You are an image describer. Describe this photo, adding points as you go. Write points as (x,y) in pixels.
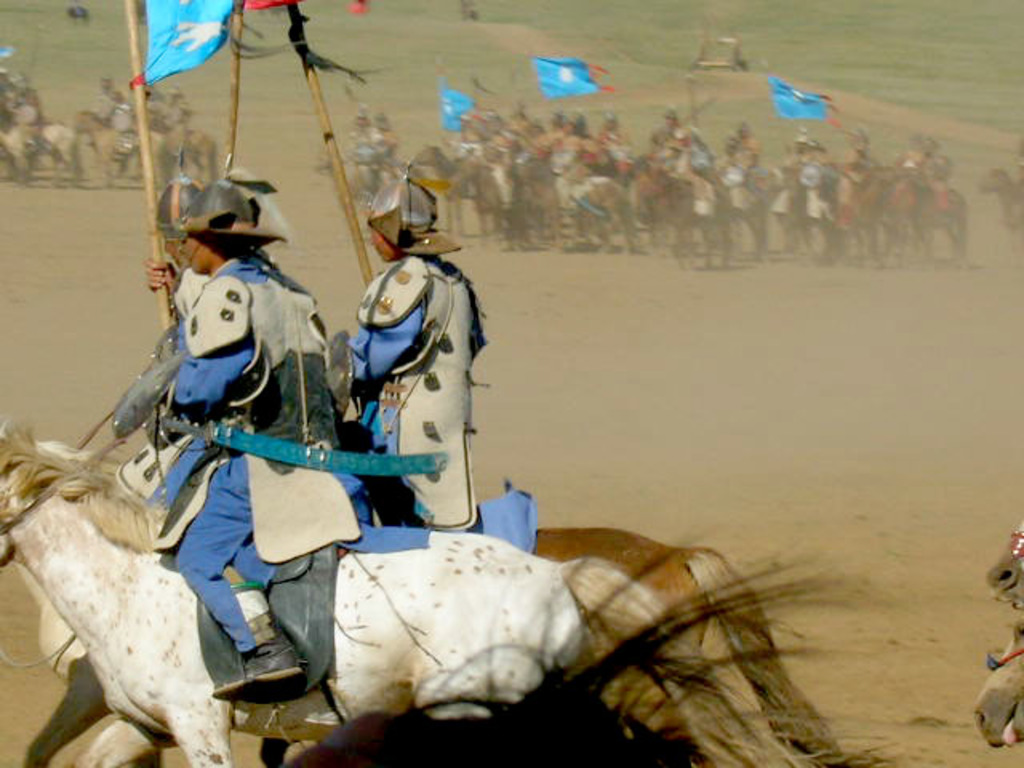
In this picture in the front (386,393) there are persons (446,419) riding horses (371,553) and holding flags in their hands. In the background (908,161) there are persons (692,145) on the horses (657,152) and there are flags (455,124) and there is grass (915,44) on the ground (513,62).
